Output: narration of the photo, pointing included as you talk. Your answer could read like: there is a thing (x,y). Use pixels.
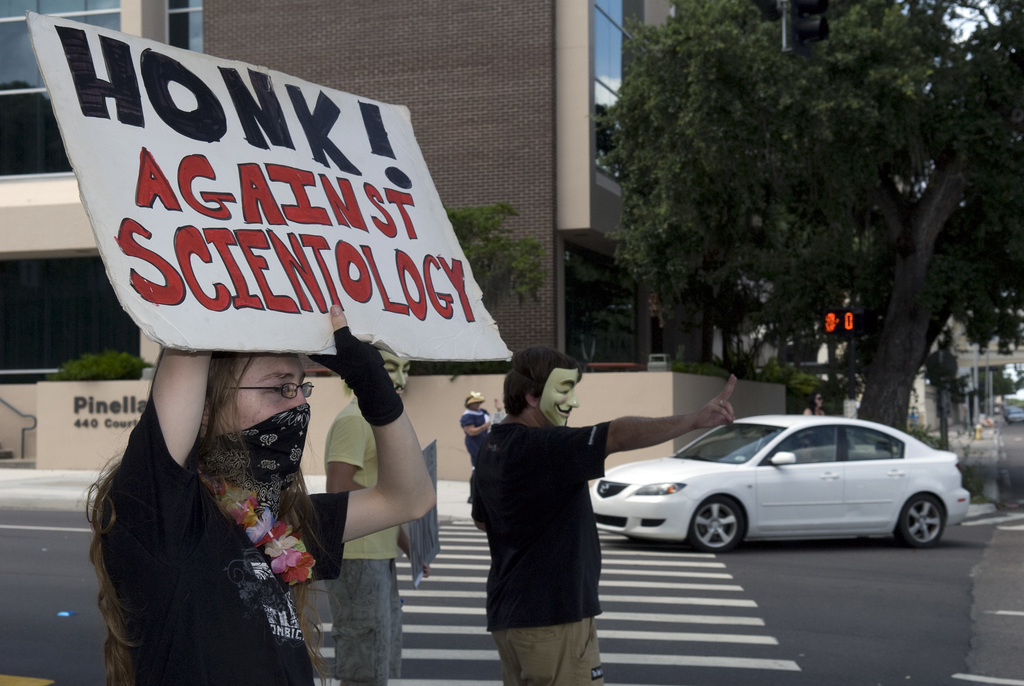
Here in this picture, in the front (212,394) we can see a woman (210,457) standing on the road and she is covering her face (257,456) with a kerchief (301,437) and wearing spectacles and gloves (353,377) and holding a placard (147,302) in her hands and beside her we can see two other men (354,413) wearing masks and standing on the road (416,672) and beside them we can see a white colored car (658,483) also present on the road (612,534) and we can also see a building (494,195) present and we can see plants (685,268) and trees (706,239) present.
